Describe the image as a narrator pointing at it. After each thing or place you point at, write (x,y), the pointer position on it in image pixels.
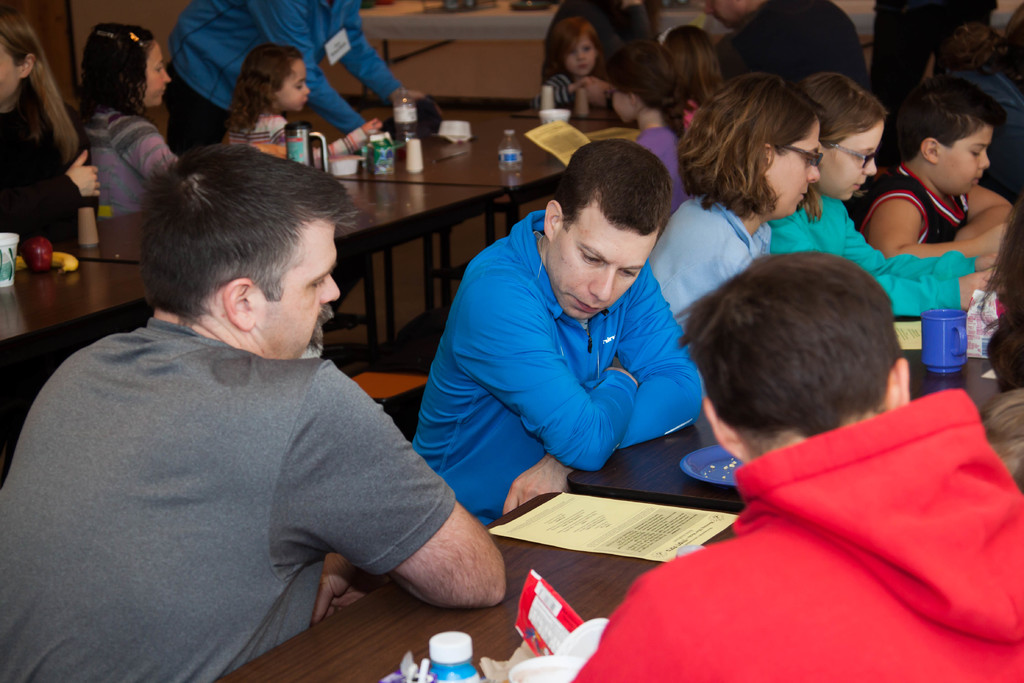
In this image we can see group of persons (591,321) sitting at the tables (605,492). On the table (567,563) we can see cup (933,341), paper (653,521), plate (696,466), bottles (510,166), glasses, apple (39,260) and banana (54,260). In the background (397,73) there is a wall (455,51).
